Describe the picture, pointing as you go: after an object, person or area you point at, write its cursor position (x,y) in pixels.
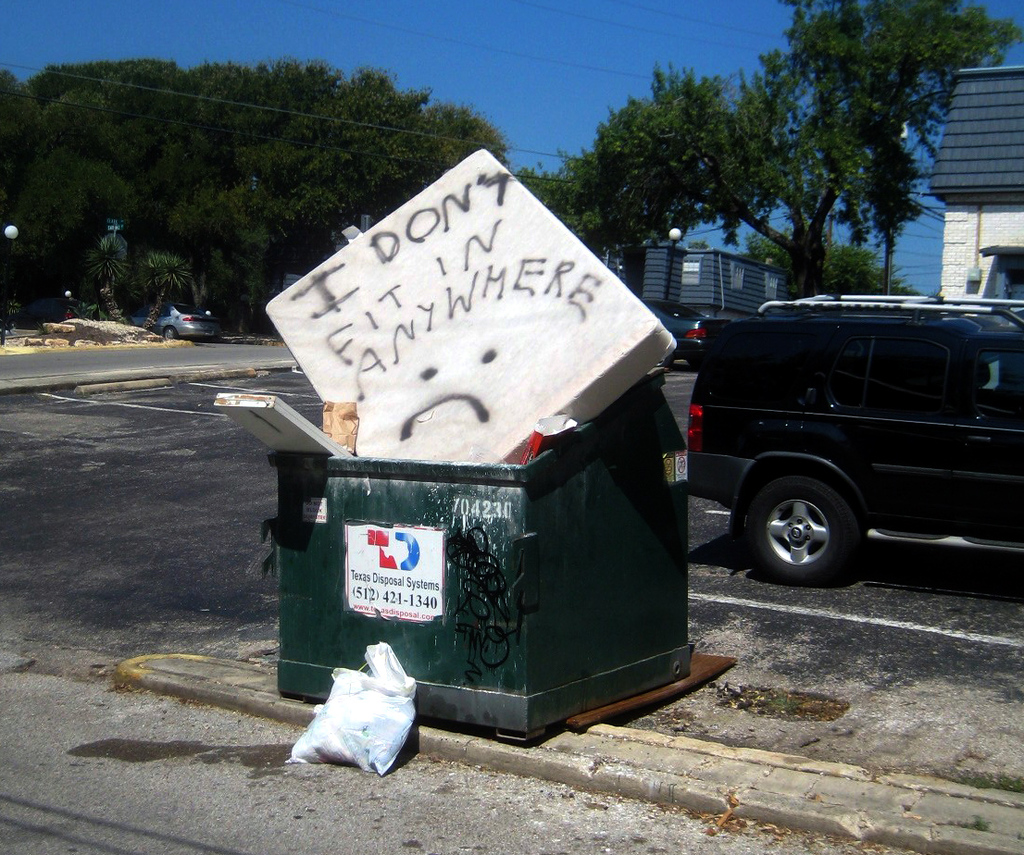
In this image we can see a few vehicles (796,351), there are some buildings (766,290), trees (732,149), poles (8,256), lights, wires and a box (518,546) with some boards (556,370) in it, also we can see a carry bag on the ground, in the background (559,71), we can see the sky (559,71).
